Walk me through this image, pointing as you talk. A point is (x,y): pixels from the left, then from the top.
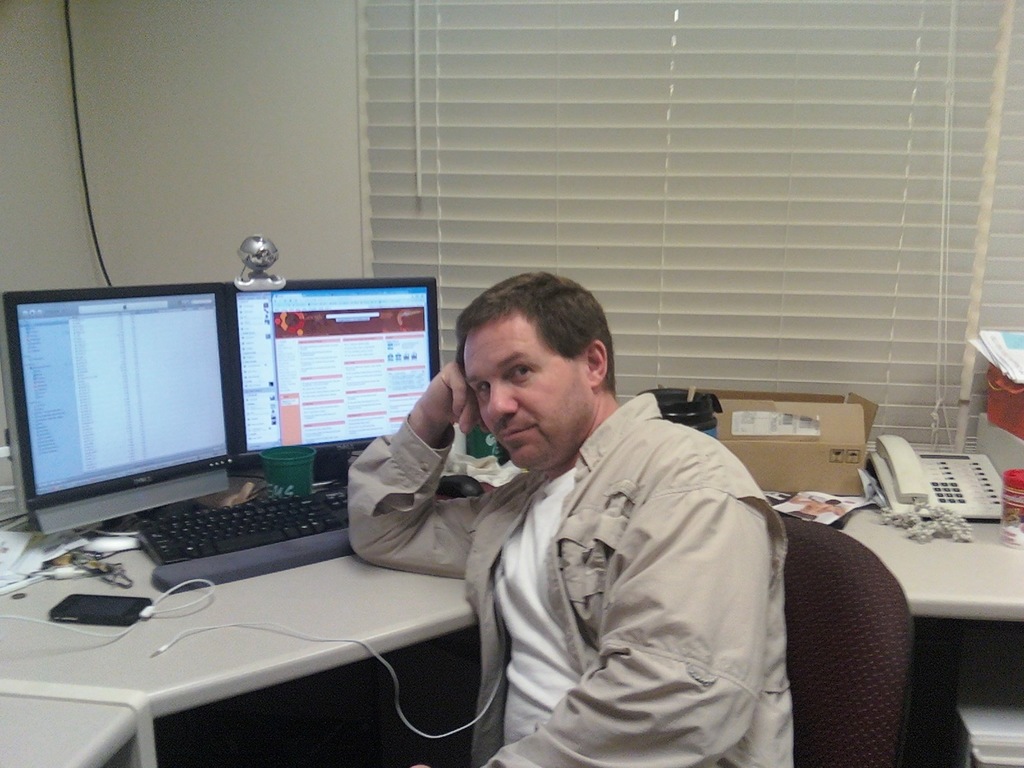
In the middle of the image (514,339) a man (522,303) is sitting and watching. Behind him we can see a table (993,529), on the table (60,542) we can see some landline phone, boxes (827,474), keyboard (169,518), mobile phone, cables (90,548), papers (47,555), monitors (305,393) and cup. Behind them we can see a wall (1018,203), on the wall (1010,28) we can see a curtain (627,53).
